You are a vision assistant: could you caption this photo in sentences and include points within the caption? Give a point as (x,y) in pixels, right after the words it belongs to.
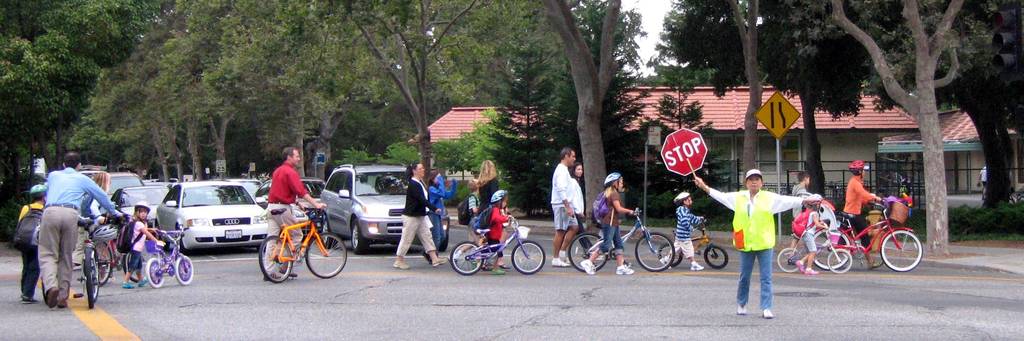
In this image there are group of people (64,226) and in the middle of the image (674,134) there is a person (753,191) with green shirt (758,199) and holding a board (677,148) and at the back (500,237) there are group of people (48,246) crossing the road (302,290), there are many vehicles (242,198) on the road (302,303), there is a building (722,124) behind the trees (601,67).
